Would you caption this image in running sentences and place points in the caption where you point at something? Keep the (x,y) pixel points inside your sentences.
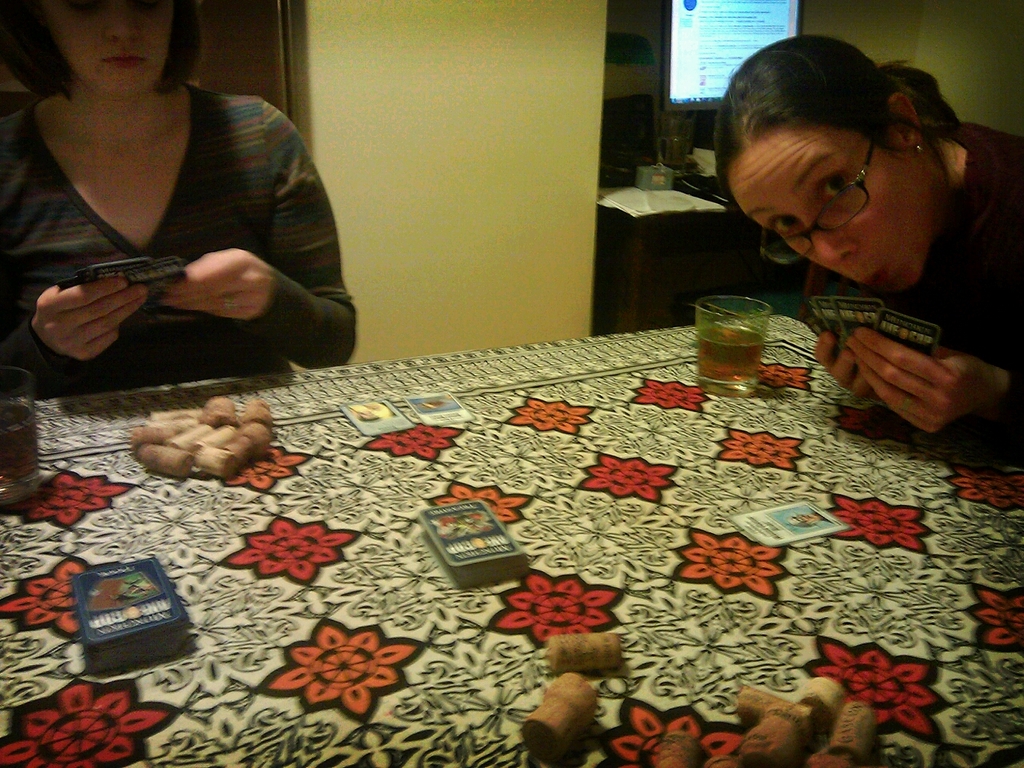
In this image I can see two women (821,62) are holding cards (890,333). She is wearing a specs (864,185). On the table (735,438) I can see few glasses (709,321) and few more cards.
